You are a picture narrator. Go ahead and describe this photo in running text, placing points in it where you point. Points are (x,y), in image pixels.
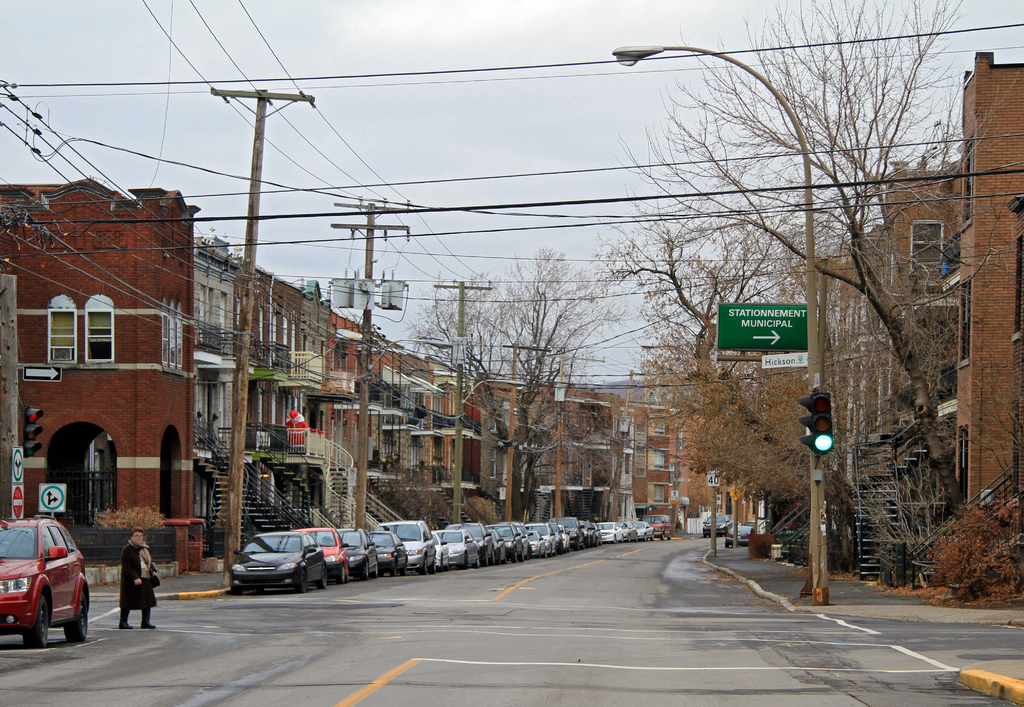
In this image I can see fleets of cars (313,572) and a person (138,581) on the road (283,624). In the background (865,376) I can see buildings (271,318), wires (281,363), poles (820,370), trees (486,338), boards (756,351) and a staircase (859,478). At the top (362,113) I can see the sky (423,125). This image is taken on the road (503,568).
